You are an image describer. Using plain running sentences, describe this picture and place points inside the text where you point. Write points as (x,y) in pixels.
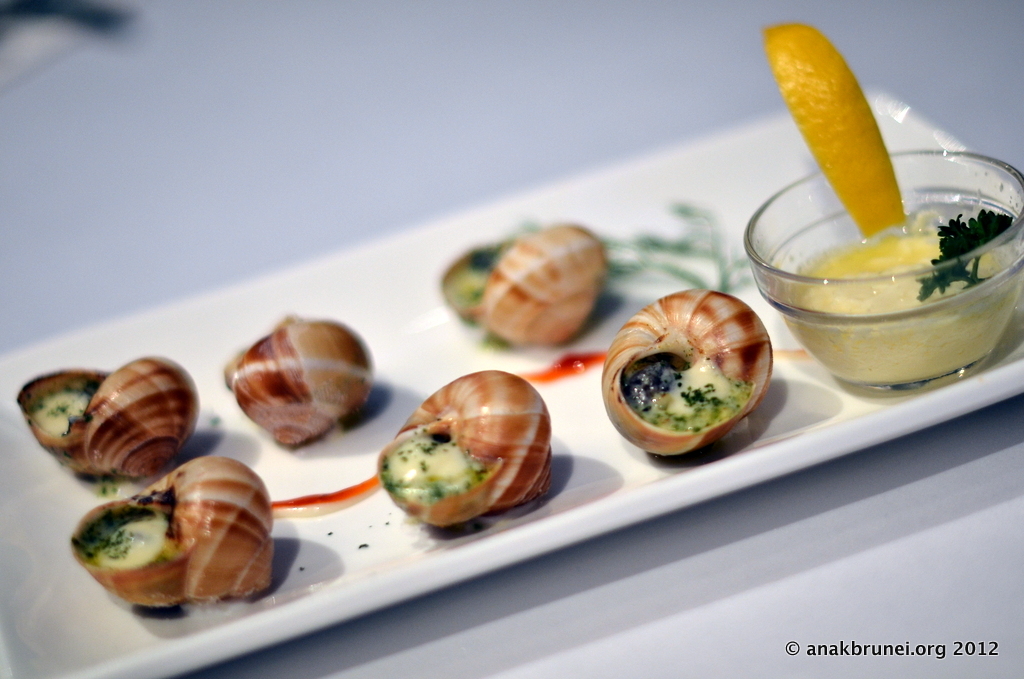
There are shells (160,447) of the snails (624,346) which are filled with soup (142,539), arranged on the white color tray (781,405). Beside these, there is a glass bowl (933,216) in which, there is a soup (889,263). In the bottom right (889,641), there is a watermark (876,654). And the background (12,140) is white in color.
